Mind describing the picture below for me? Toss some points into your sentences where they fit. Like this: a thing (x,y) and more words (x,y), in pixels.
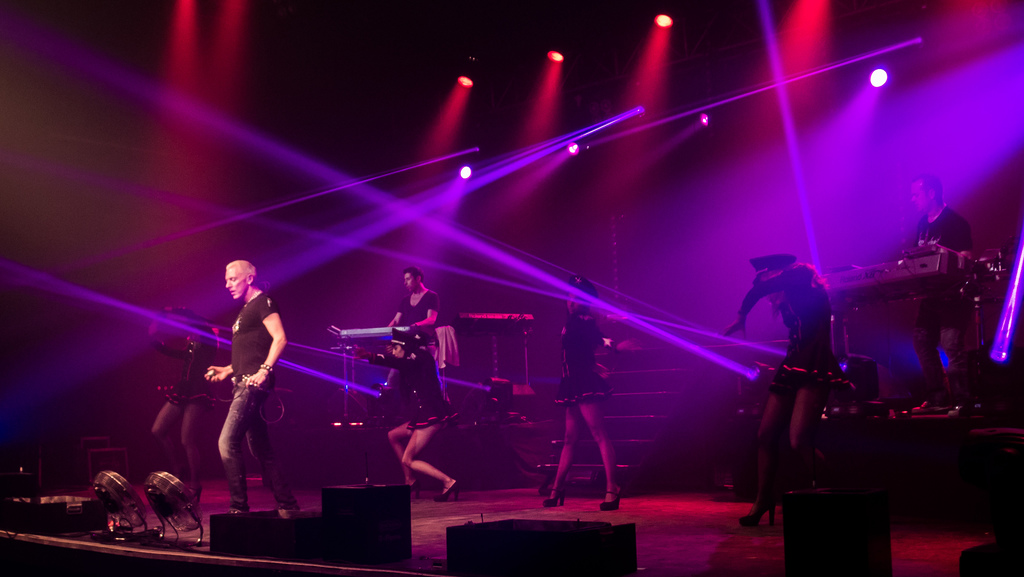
In this image we can see few people (757,520) on the stage (718,521), two of them are playing musical instruments (881,282) and there are few objects (867,533) in front of them and there are stairs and lights (783,121) in the background (792,130).
